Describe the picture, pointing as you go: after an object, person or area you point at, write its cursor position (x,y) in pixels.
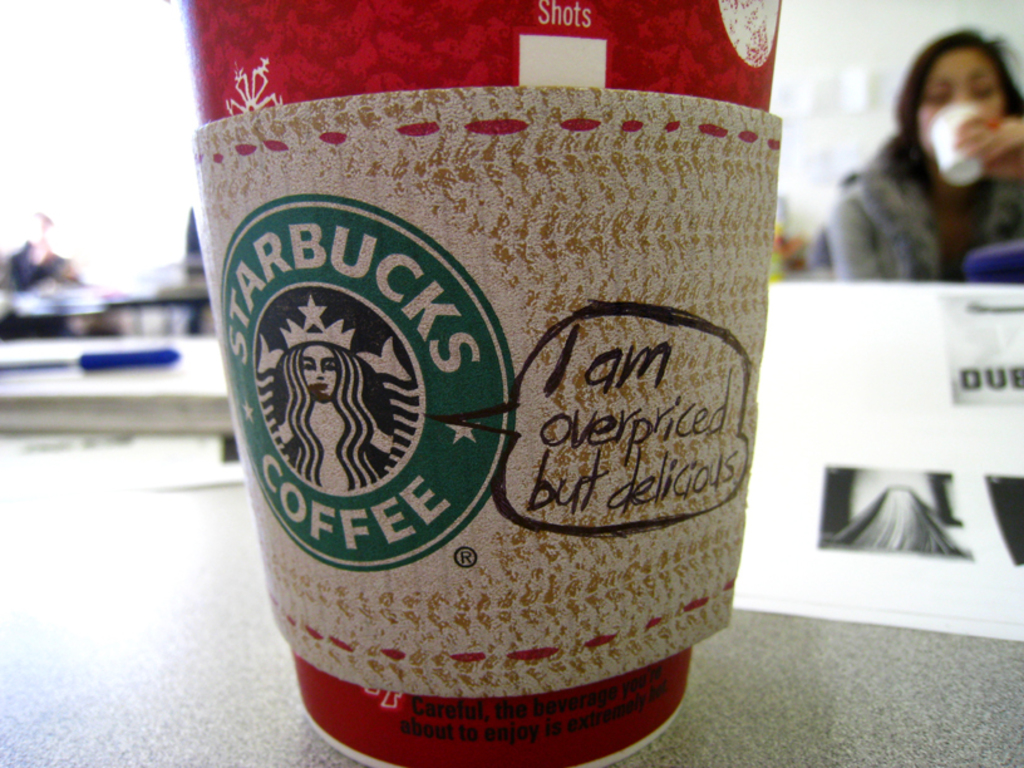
In this image we can see a coffee cup (417,183) with some text (435,358) written on it and behind that we can see a woman (928,137) holding an object (956,169).
